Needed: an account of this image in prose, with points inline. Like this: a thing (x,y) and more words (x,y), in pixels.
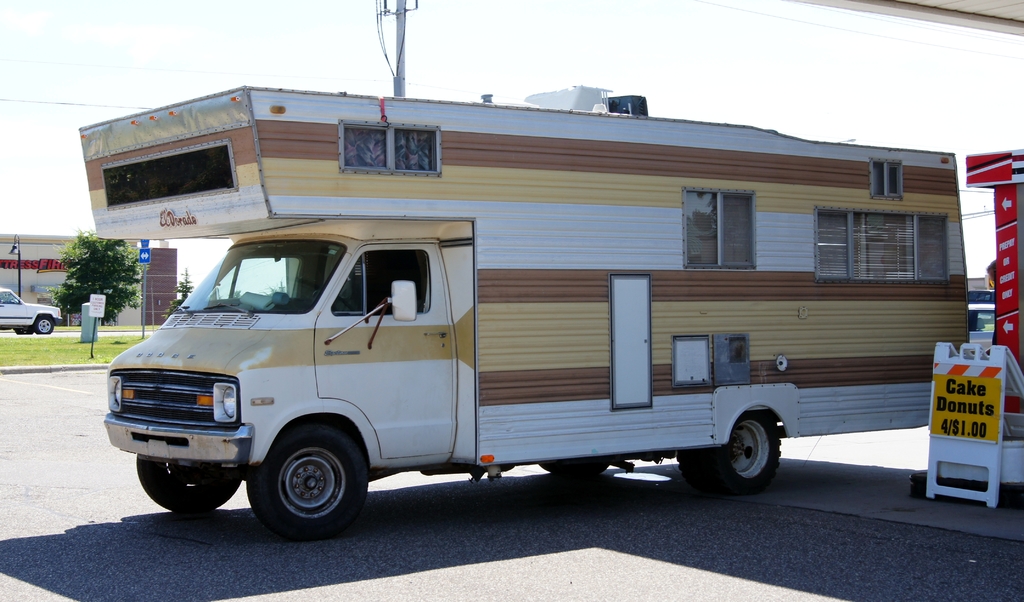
In this picture we can observe a white, brown and cream color vehicle (507,377) on this road (247,503). On the right side (970,422) we can observe yellow and white color board (963,401). On the left side (120,286) there is a tree (76,298) and a car (26,304). In the background (397,73) there is a pole (402,59) and a sky (414,44).
